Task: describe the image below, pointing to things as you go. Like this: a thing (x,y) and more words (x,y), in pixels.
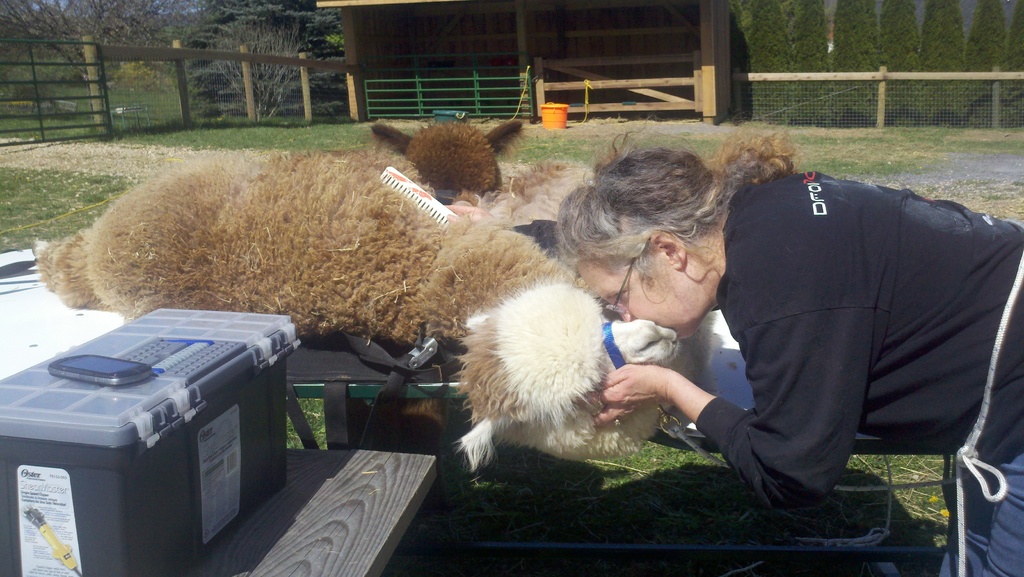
In this image we can see animals (379,249) on the table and person (705,298) is holding one of them. In the background (634,83) we can see shed (645,79), mesh (830,116), trees (938,32), ground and mobile phone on the plastic container (181,423).
